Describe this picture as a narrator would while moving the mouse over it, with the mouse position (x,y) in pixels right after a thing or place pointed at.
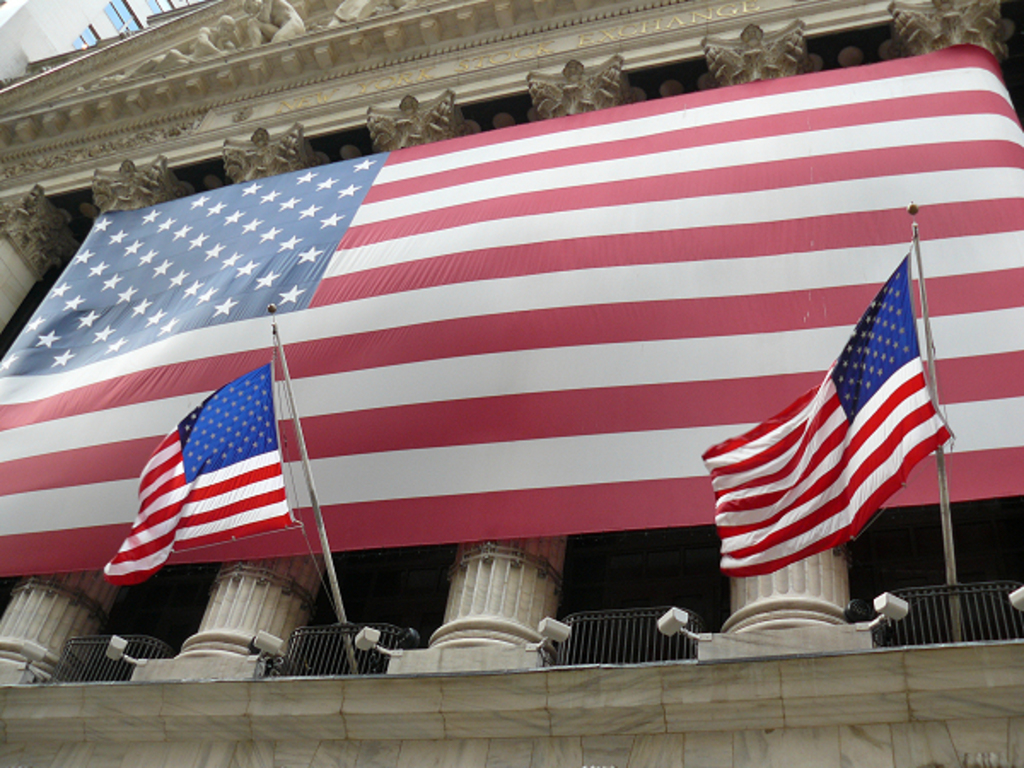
In this image we can see the sculpture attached to the wall (626,681) and there are flags (313,533), pillars (293,584) and railing (619,630). And there are cameras (379,644) attached to the wall (146,670).
